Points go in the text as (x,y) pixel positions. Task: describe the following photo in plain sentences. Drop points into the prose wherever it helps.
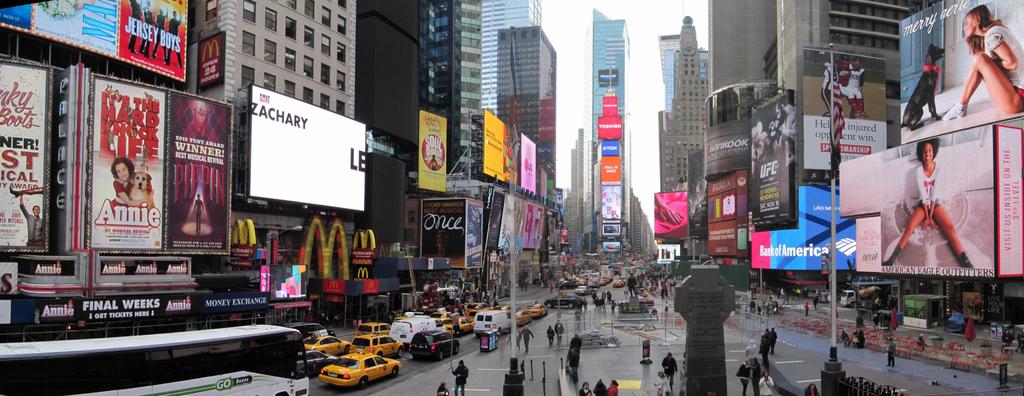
In this picture there are few persons (771,309) and there are few vehicles (460,325) on the road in the left corner (215,353) and there are few stores (378,318) on either sides of it and there are buildings (630,201) in the background (620,166).
